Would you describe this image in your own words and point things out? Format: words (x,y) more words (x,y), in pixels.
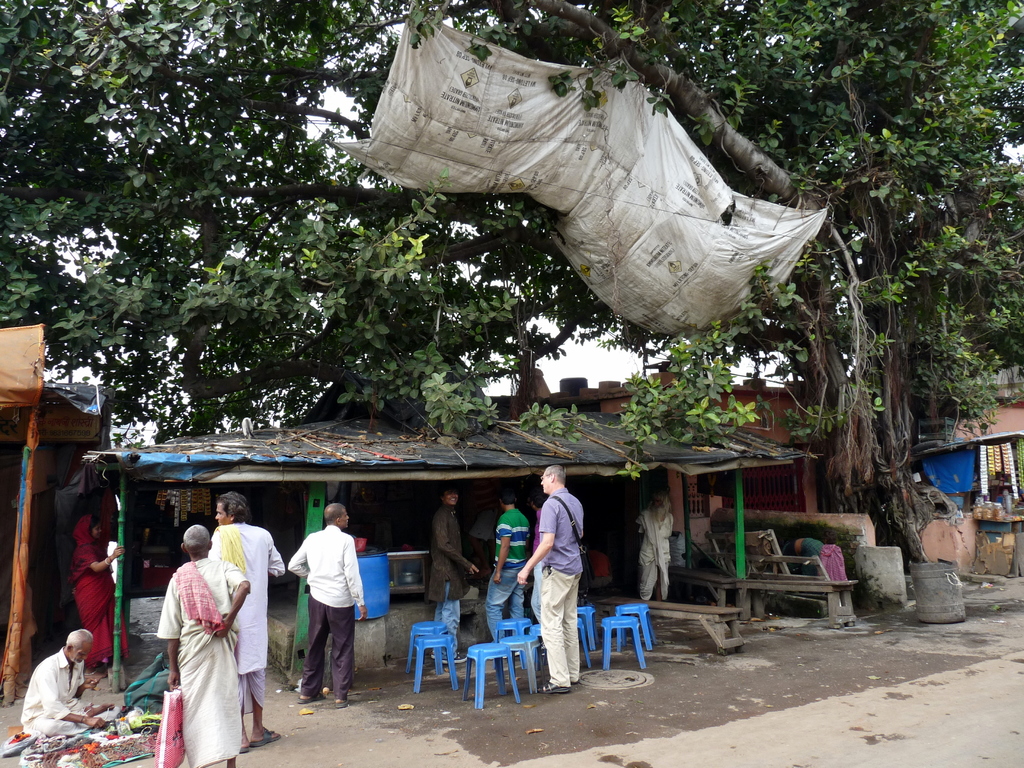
In this picture I can see group of people (337,642) are standing on the ground (517,721). On the left side (69,711) I can see a man (69,725) is sitting on the ground (86,695) and some other objects (75,748). On the right side (713,589) I can see wooden benches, blue colored stools (513,682) and some other objects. In the background (857,437) I can see trees (322,165), a white color object (487,179) on the tree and the sky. I can also see houses (423,510).
